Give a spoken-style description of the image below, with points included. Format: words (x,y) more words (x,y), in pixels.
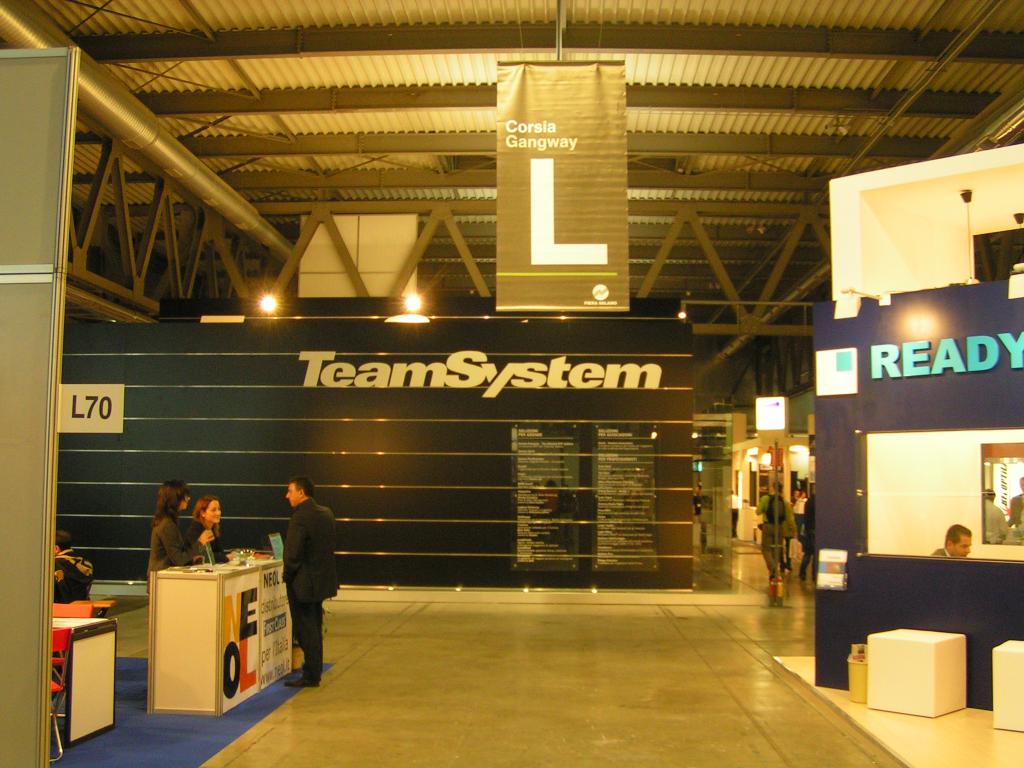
In this image I can see the floor (590,690), a table (223,665), few persons (325,534) standing around the table (212,621), few chairs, the black colored wall (251,516), few boards (538,454), a banner (590,235), the ceiling (400,120), few metal rods (348,149), few lights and few other persons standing in the background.
